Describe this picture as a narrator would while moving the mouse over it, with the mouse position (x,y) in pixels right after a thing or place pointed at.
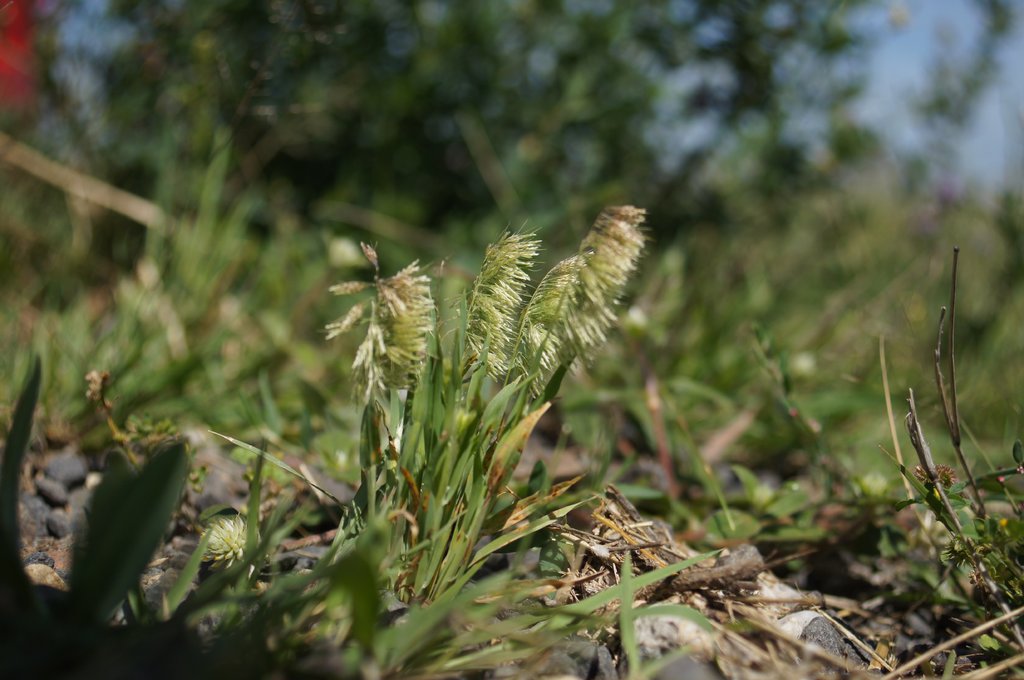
In this picture we can see grass (582,476) on the ground (62,491) and in the background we can see trees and the sky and it is blurry.
